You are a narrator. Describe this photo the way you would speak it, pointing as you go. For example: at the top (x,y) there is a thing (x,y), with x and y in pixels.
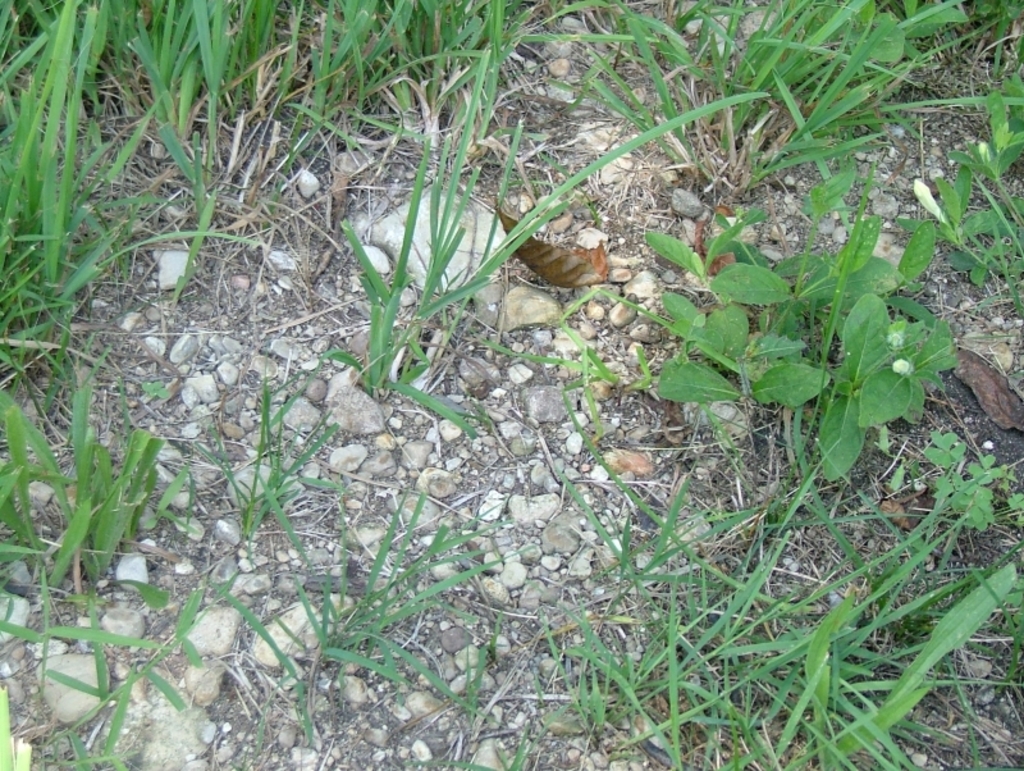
In this image we can see few plants (319,443) and stones (332,375) on the ground (322,312).
